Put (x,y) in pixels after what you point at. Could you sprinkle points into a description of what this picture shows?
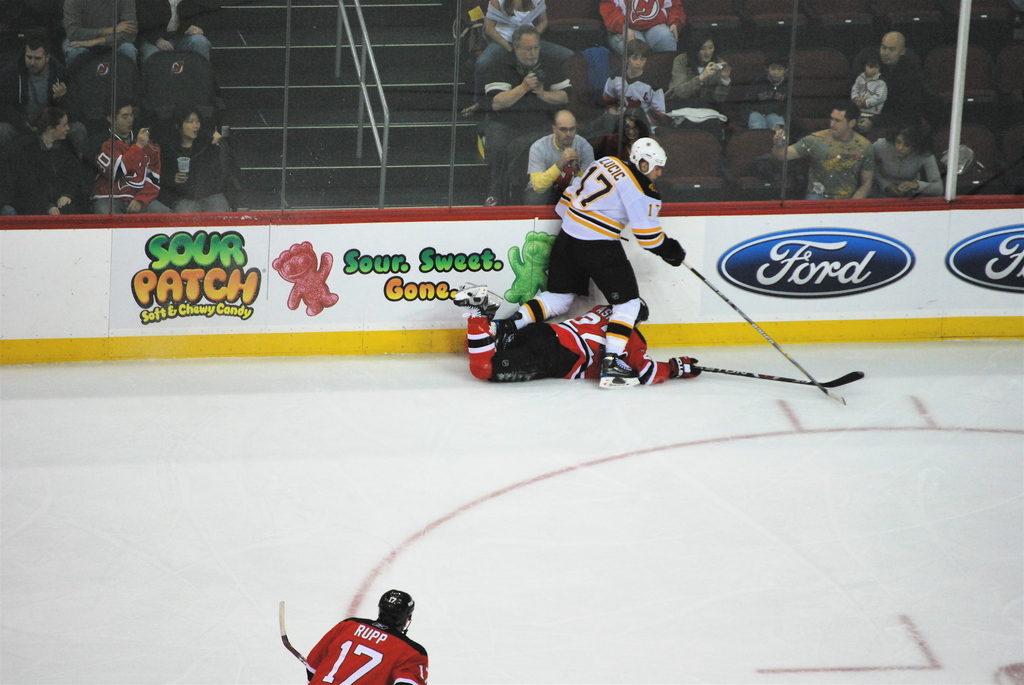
In this picture I can see three persons (588,263) playing ice hockey game on the ice (598,403), by holding the hockey sticks (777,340), there are boards (752,287), and in the background (613,7) there are group of people (675,102) sitting on the chairs (602,21) and there are stairs (282,36).
